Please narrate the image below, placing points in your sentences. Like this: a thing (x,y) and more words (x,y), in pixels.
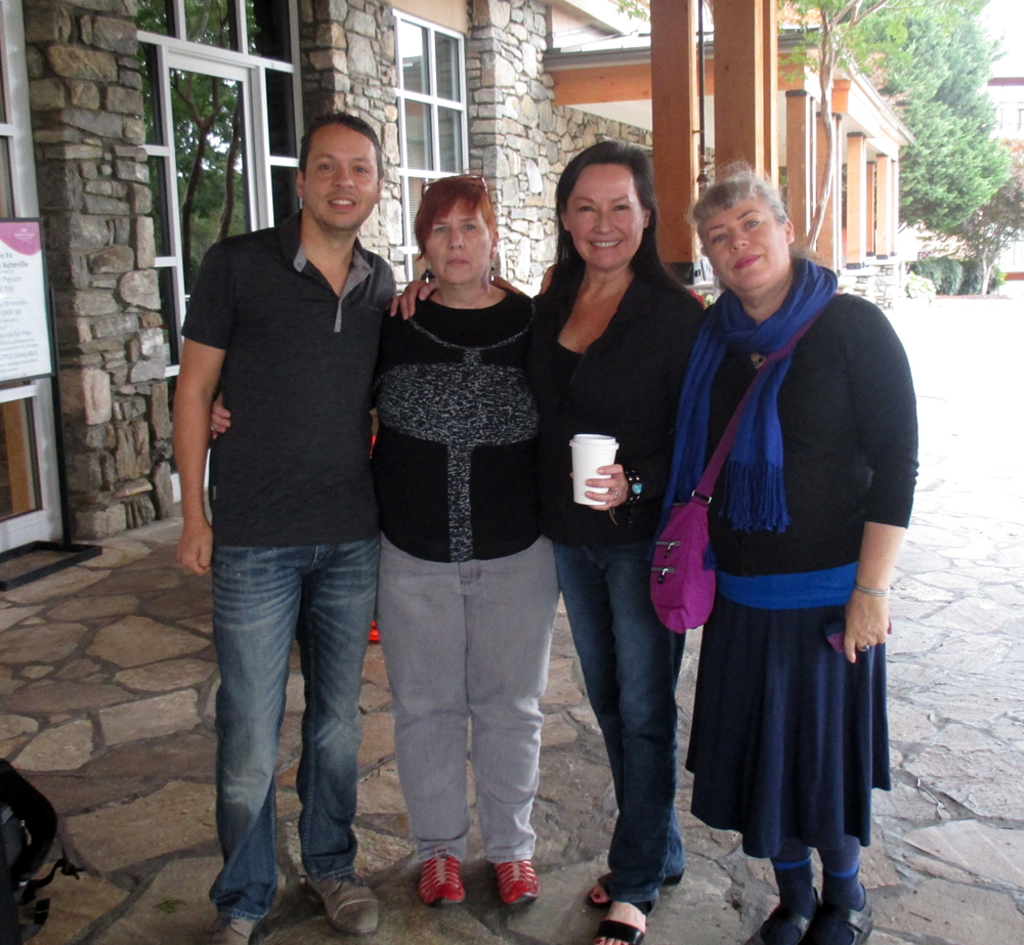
In this picture we can see a group of people (447,752) standing on the ground (392,826) and in the background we can see buildings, trees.
